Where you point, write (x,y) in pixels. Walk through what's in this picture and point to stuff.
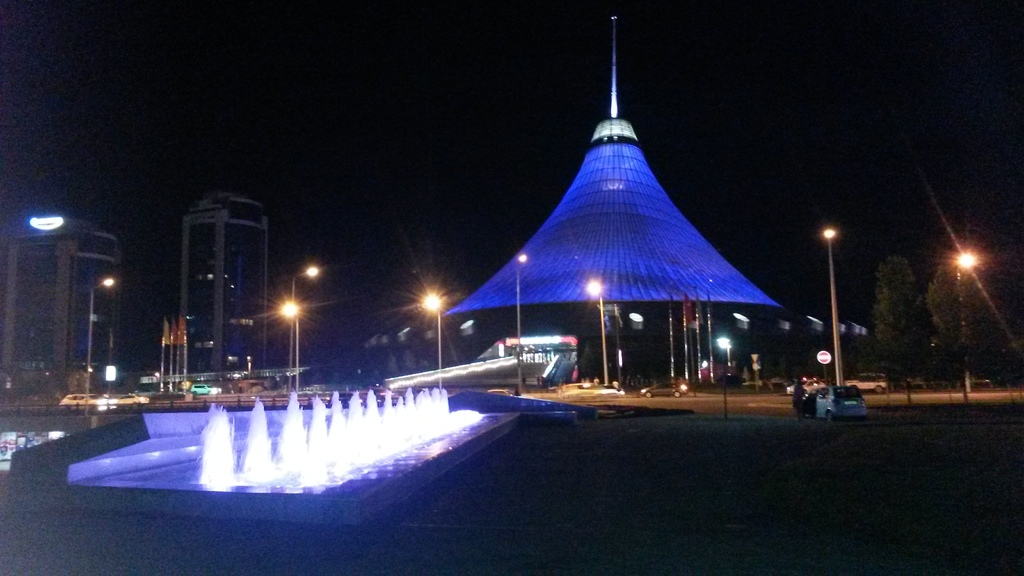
In this image we can see many vehicles (199,392). There are few buildings (192,337) in the image. There is a fountain (346,434) at the left side of the image (288,424). There are many trees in the image. There are many flags (179,337) in the image. There are many street lights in the image. We can see the dark sky (993,308) in the image.
